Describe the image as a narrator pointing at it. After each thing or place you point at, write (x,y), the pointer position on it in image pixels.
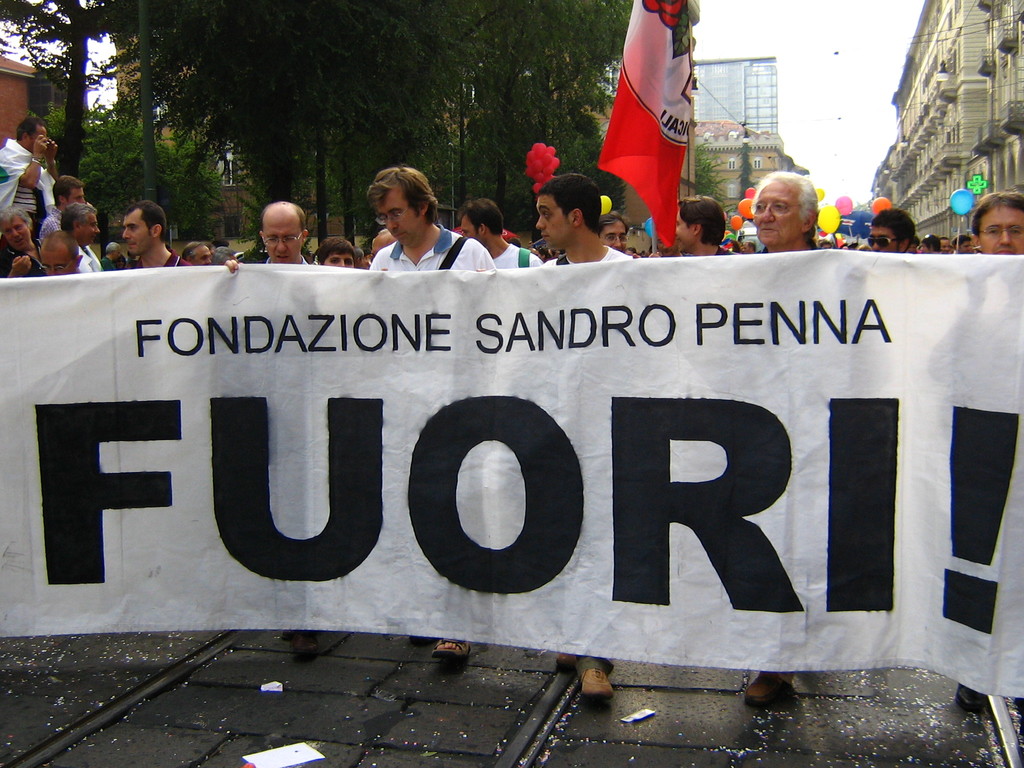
In this picture, we can see a few people (685,223), and a few (984,251) are holding some objects (538,389) like posters (690,438), flags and balloons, we can see buildings (6,74) with windows (774,98), ground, trees (566,165), and the sky (806,60) with clouds (856,101).
